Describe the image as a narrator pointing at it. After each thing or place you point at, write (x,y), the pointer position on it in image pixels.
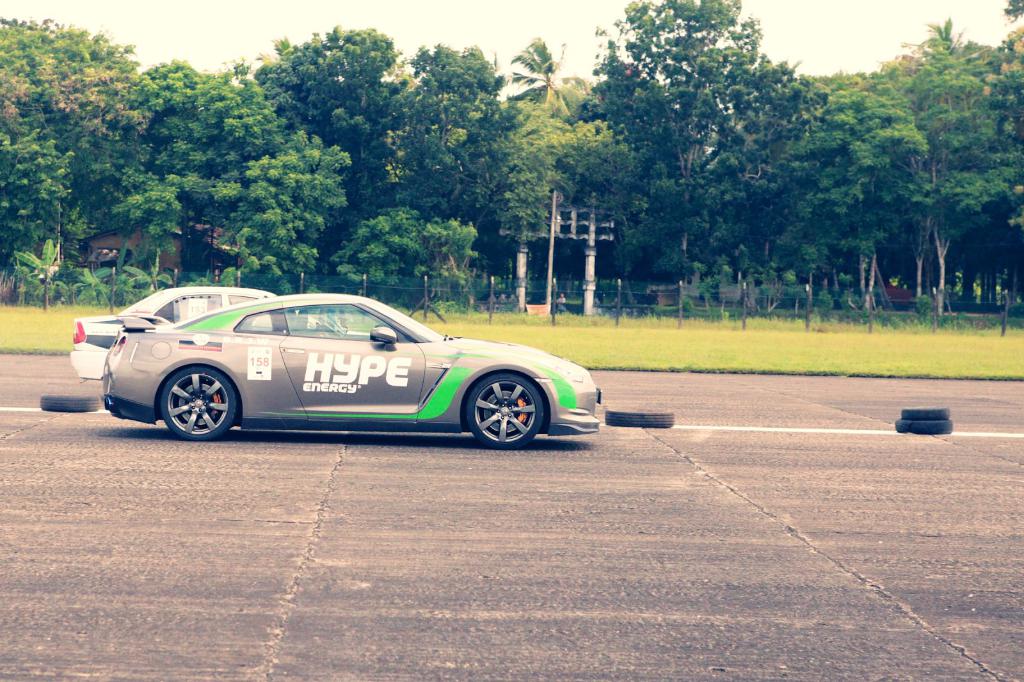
In this image we can see some cars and tires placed on the road (510,481). On the backside (657,359) we can see some grass (697,356), fence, pole (551,249), a structure (568,221), a group of trees (527,186) and the sky (568,51) which looks cloudy.
